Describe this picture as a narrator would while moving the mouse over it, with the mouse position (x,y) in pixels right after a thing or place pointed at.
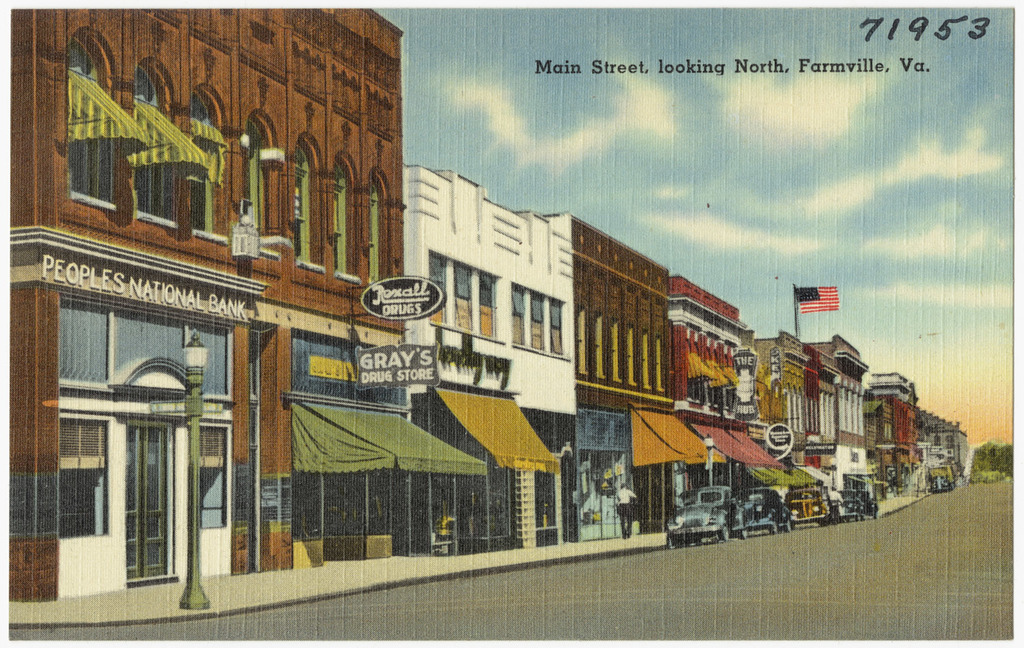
This is an animated image in which there are buildings (293,330), cars (815,499) and boards (422,350) with some text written on it and there is a flag (803,299) and the sky (816,247) is cloudy and there are trees (982,466).
